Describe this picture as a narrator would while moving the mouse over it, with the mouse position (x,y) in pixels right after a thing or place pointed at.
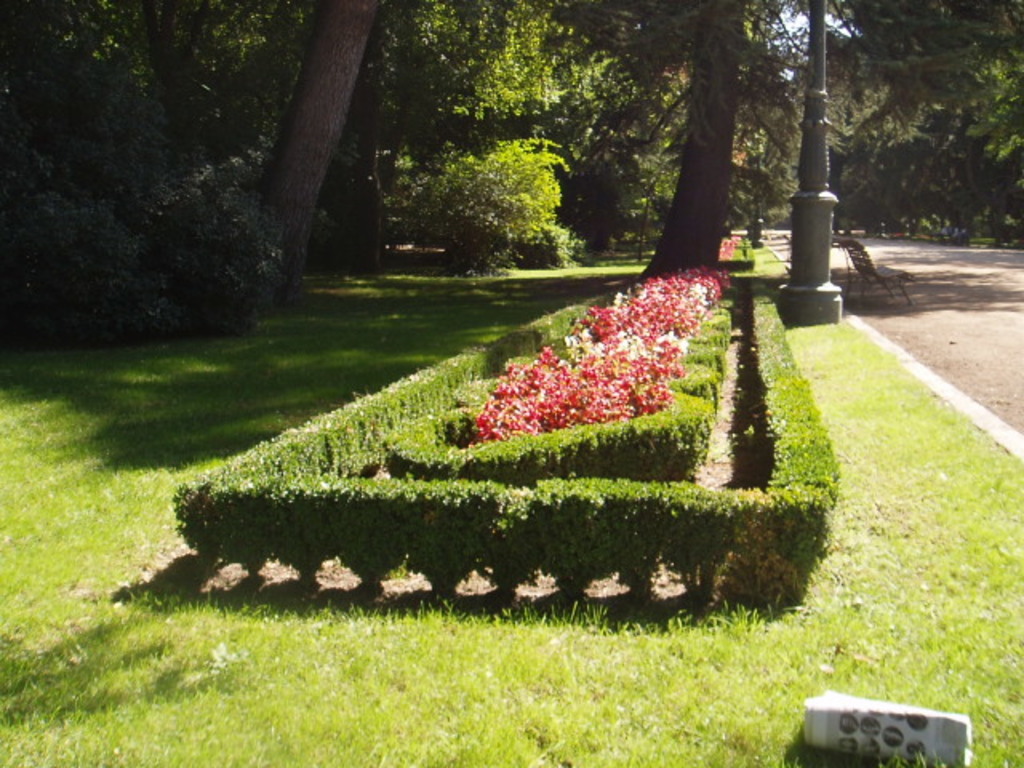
In the foreground of this picture (619,381), there is a garden (578,501) side to the road (978,360). We can see trees (493,135), plants (744,515), paper (883,730), and a chair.
